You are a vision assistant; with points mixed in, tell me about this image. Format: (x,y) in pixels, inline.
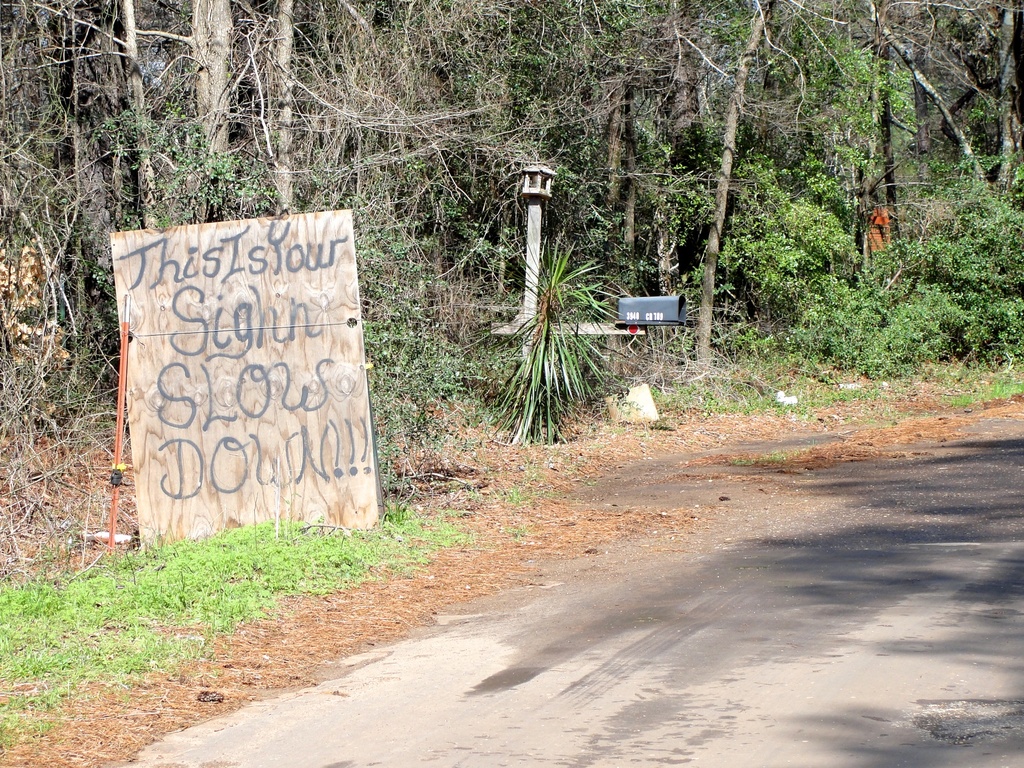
In this image, we can see trees (19,56), plants (598,297), poles (535,298), some boxes (646,300), board (250,420), stick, grass (48,638). At the bottom (653,631), we can see a road (737,714).
